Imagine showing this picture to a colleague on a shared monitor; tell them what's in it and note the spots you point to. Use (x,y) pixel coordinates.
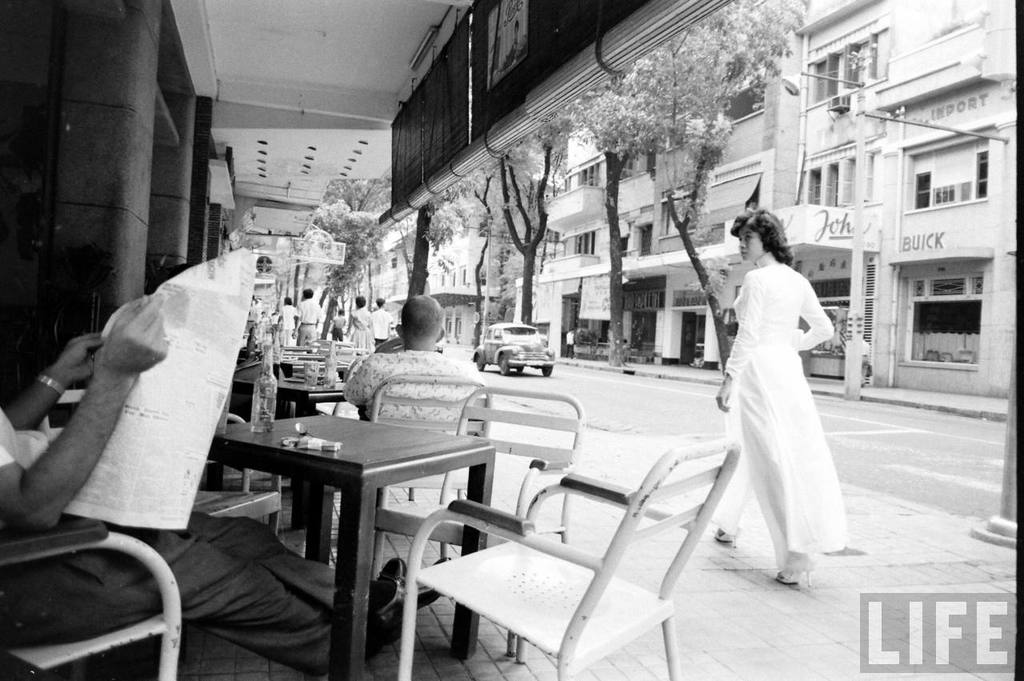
This image is taken in outdoors. There are few people (443,396) in this image. In the left side of the image (9,485) a man (213,554) is sitting on a chair (177,611) and reading news paper (196,400). In the right side of the image (769,227) a girl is walking in a street (822,596). At the top of the image (351,88) there is a roof (316,107). At the background (872,208) there are few trees (485,244) and buildings (655,187) with windows (840,287) and doors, on the road (537,379) there is a vehicle (528,365). In the middle of the image (391,433) there were few chairs (576,481) and table (376,487).
